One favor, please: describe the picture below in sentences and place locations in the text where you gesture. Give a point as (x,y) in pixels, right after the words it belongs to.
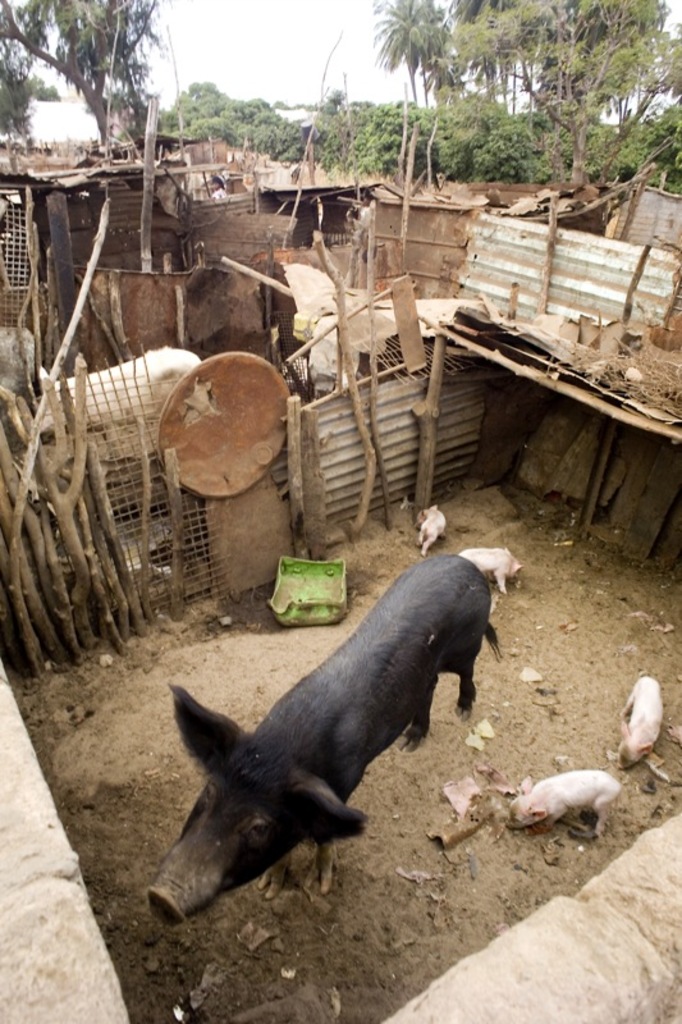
In this image there are animals (566,779), there are trees (483,135) and there is fence (224,500) and there are wooden logs (146,219).
